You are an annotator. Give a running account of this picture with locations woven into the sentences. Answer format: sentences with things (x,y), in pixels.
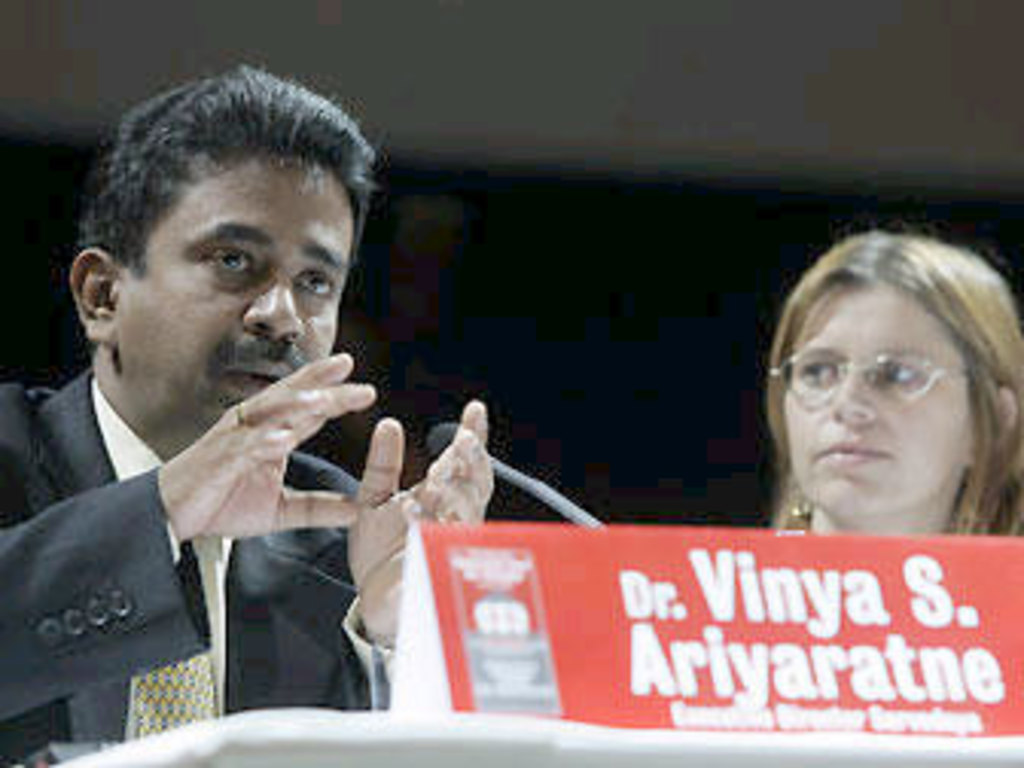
In this image in the front (603,618) there is a name board (675,663) with some text (737,659) written on it which is red in colour and in the background (362,477) there are persons (268,436) and there is a mic (532,488).
